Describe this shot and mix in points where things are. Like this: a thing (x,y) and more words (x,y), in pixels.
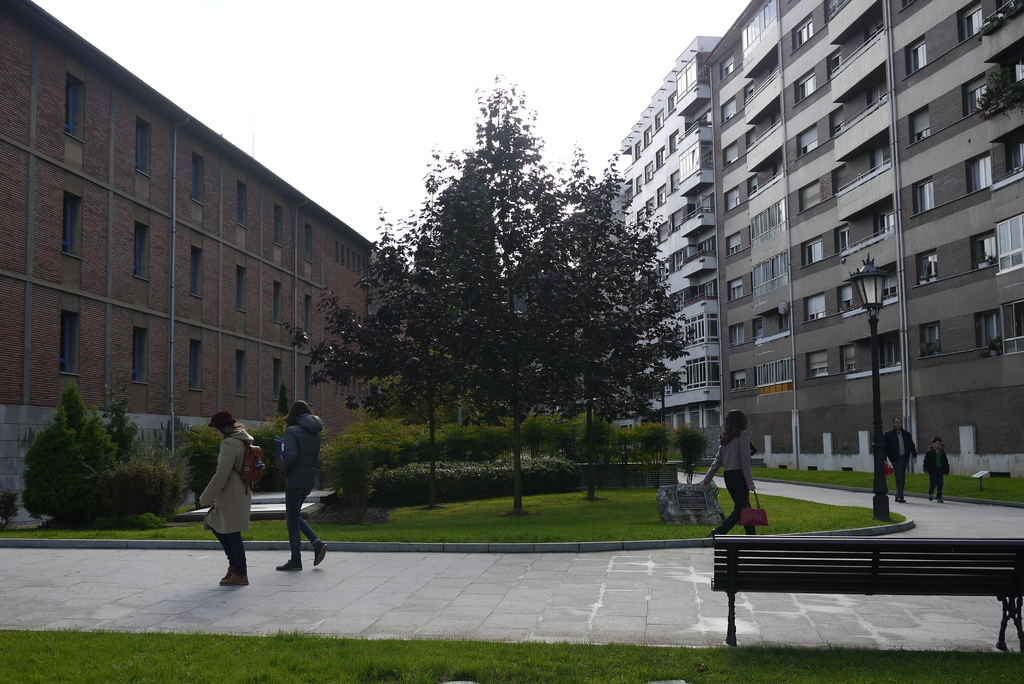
In the picture there are lot of big big buildings (742,272), in between there is a garden (457,479) there are few people (313,531) walking through the footpath (462,581) which is in between the garden (441,485) and there is a chair (1017,590) to sit beside the garden (581,665).
